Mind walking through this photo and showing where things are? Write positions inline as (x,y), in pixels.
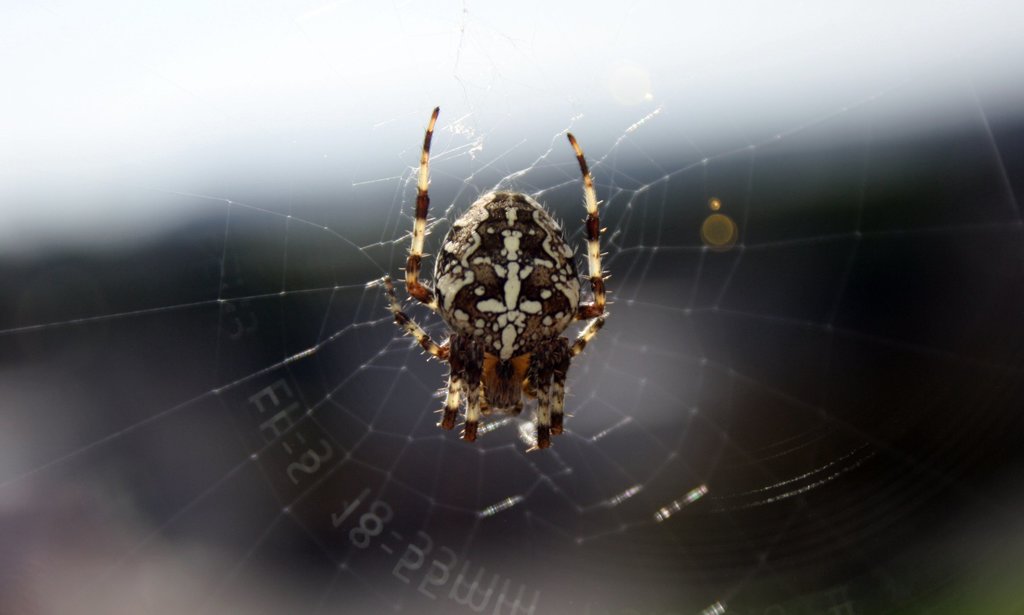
In this image we can see a spider (478,386) on a spider web (286,211).
